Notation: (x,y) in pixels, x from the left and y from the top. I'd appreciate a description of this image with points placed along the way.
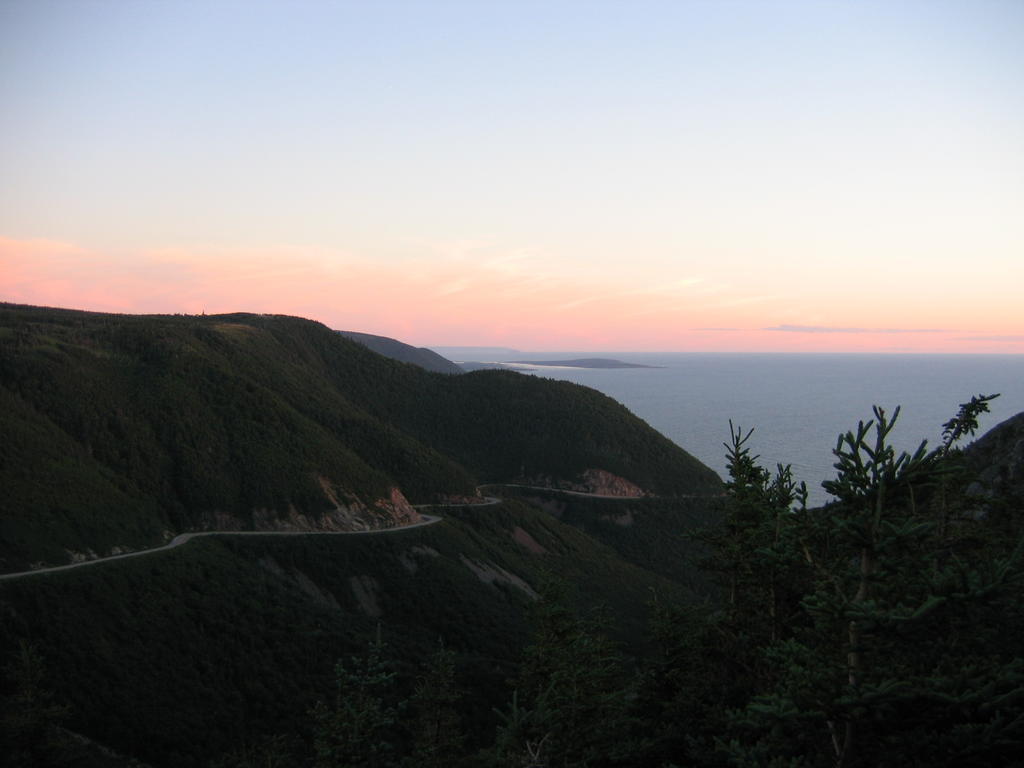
In this image we can see a group of trees (609,641), mountains (632,510), water (677,417) and the sky (581,276).
